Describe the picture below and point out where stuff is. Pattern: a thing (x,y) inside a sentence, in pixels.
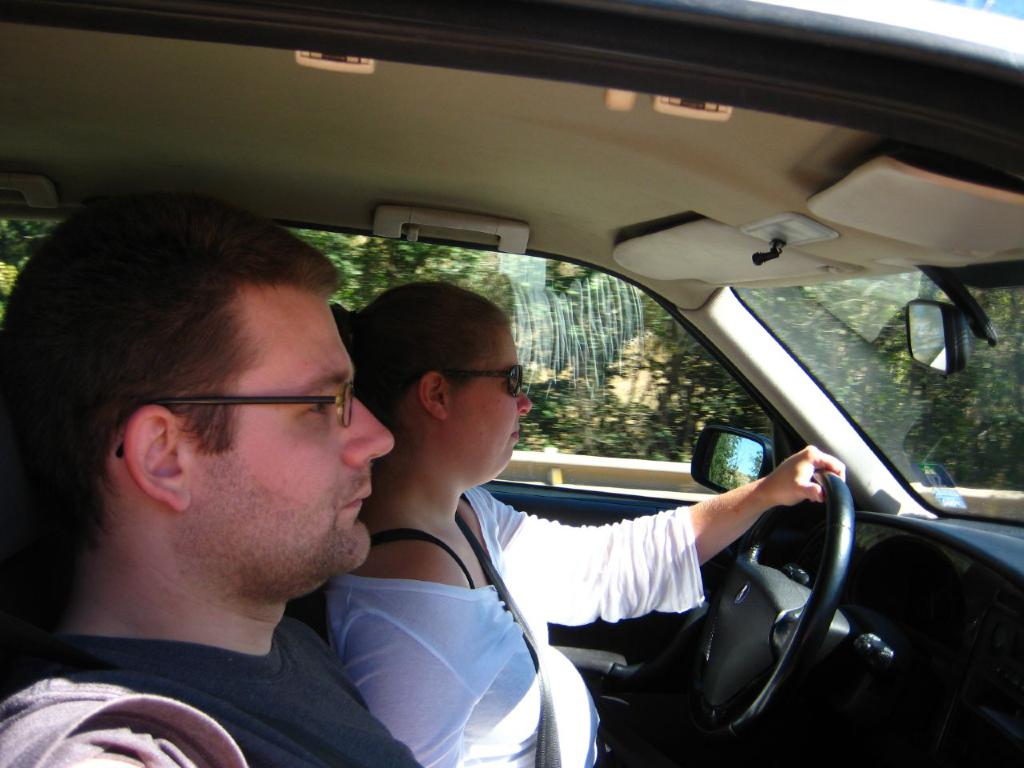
In this picture we can see women (412,518) wore goggle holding steering (747,691) with her hand (775,499) and beside to her man (364,428) and they are inside the car (838,434) and from window (610,396) of car (779,391) we can see trees (603,344).
